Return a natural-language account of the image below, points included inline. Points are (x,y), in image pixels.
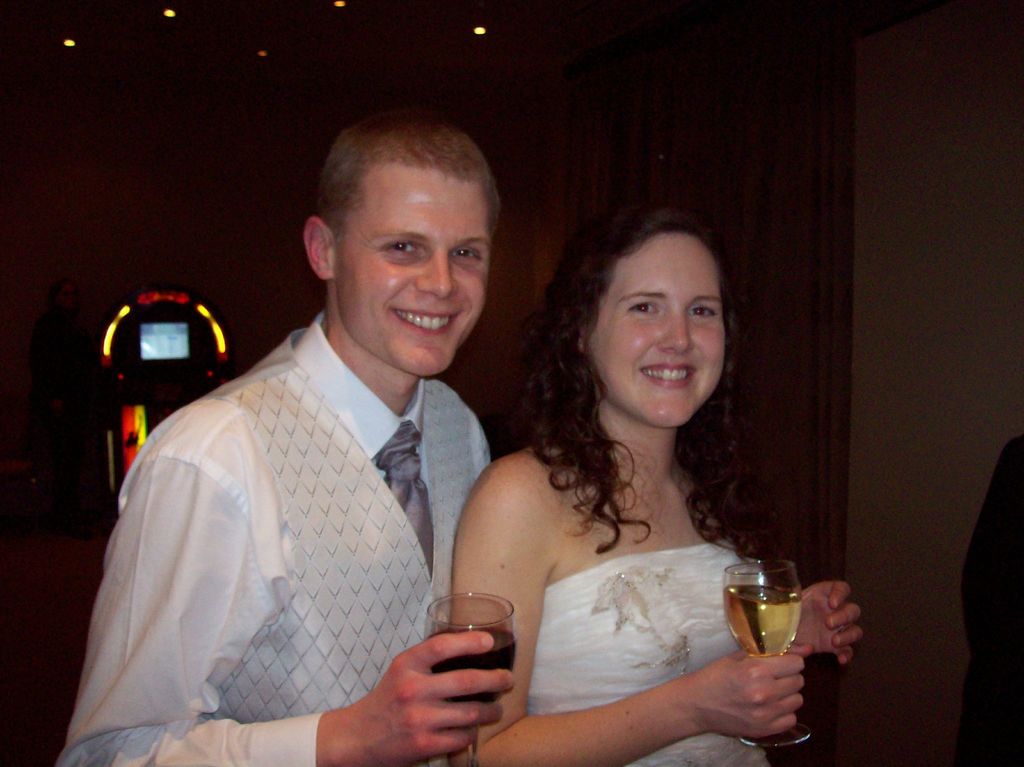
In the middle of the image (594,314) two persons (291,708) are standing and smiling and holding glasses (776,642) in their hands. Bottom left side of the image (62,512) person (70,470) is standing behind him there is a wall (108,194). Bottom right side of the image (1009,731) a person (989,733) is standing.
